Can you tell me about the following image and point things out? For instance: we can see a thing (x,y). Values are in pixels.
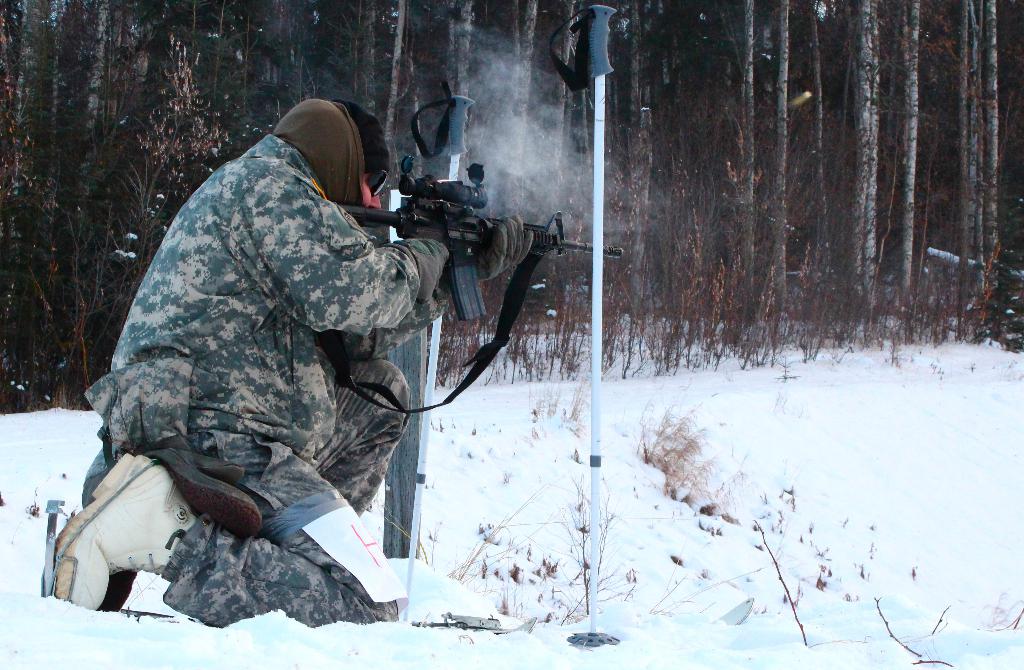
In this image, we can see a man (202,425) bending on his knees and wearing uniform (254,274), glasses (382,175), a cap (383,145), scarf (319,158), gloves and we can see a belt (304,518) with paper (344,521) and holding a gun (458,264). In the background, there are trees (635,201) and we can see sticks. At the bottom (673,524), there is snow (518,538).
